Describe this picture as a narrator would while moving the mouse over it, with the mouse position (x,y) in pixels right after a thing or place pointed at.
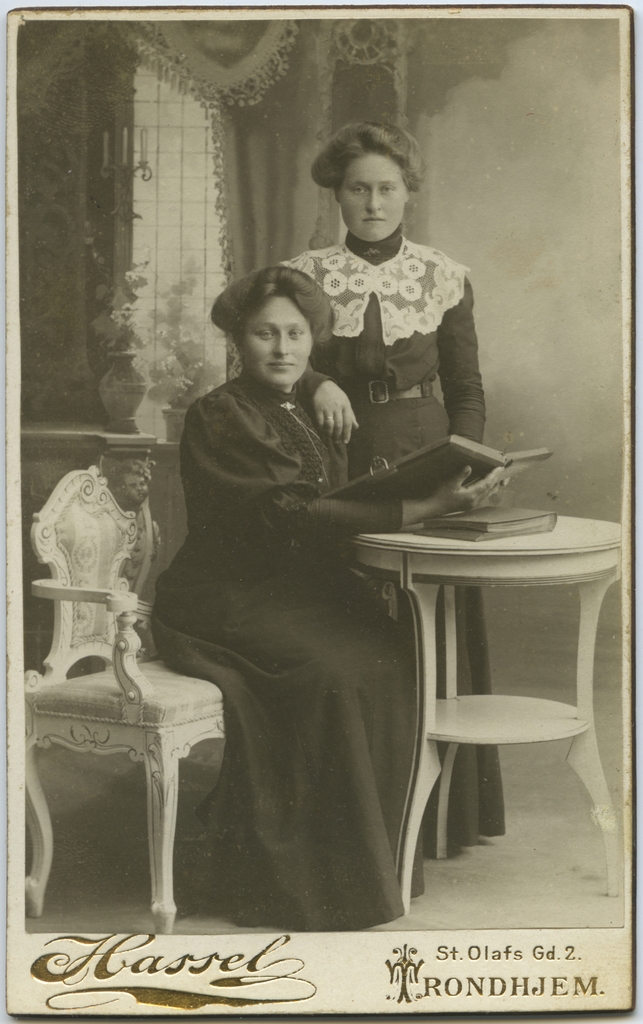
This is a picture of a black and white photo, where there is a person (286,631) sitting and holding a book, another person (455,405) standing, a book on the table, chair (64,744), flower vases (191,327), candles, curtain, and there are words (90,955), number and a symbol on the photo.
